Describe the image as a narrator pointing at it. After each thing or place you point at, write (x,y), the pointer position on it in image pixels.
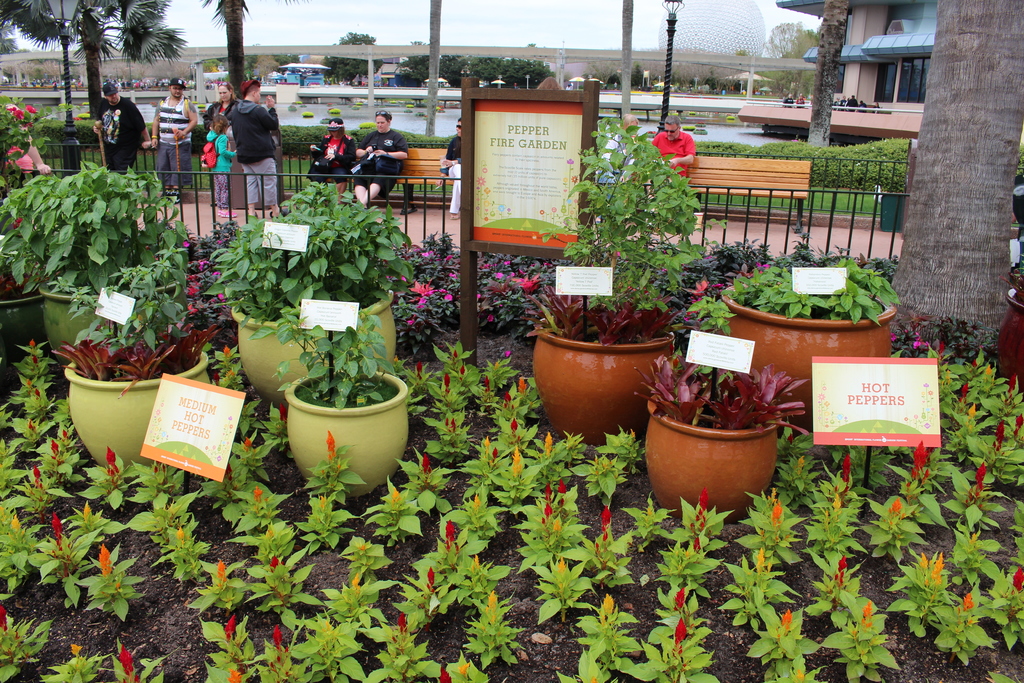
In this image there are plant pots (613,366) in the middle (559,358). At the bottom (323,485) there are small plants (564,568). There is a small board (719,361) kept in the pots (607,354). Behind them there is a fence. There are few people (252,191) standing on the floor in the background (249,127), while some people (333,141) are sitting on the benches (416,150). In the background (405,69) there are buildings (892,54) and trees (163,39).
